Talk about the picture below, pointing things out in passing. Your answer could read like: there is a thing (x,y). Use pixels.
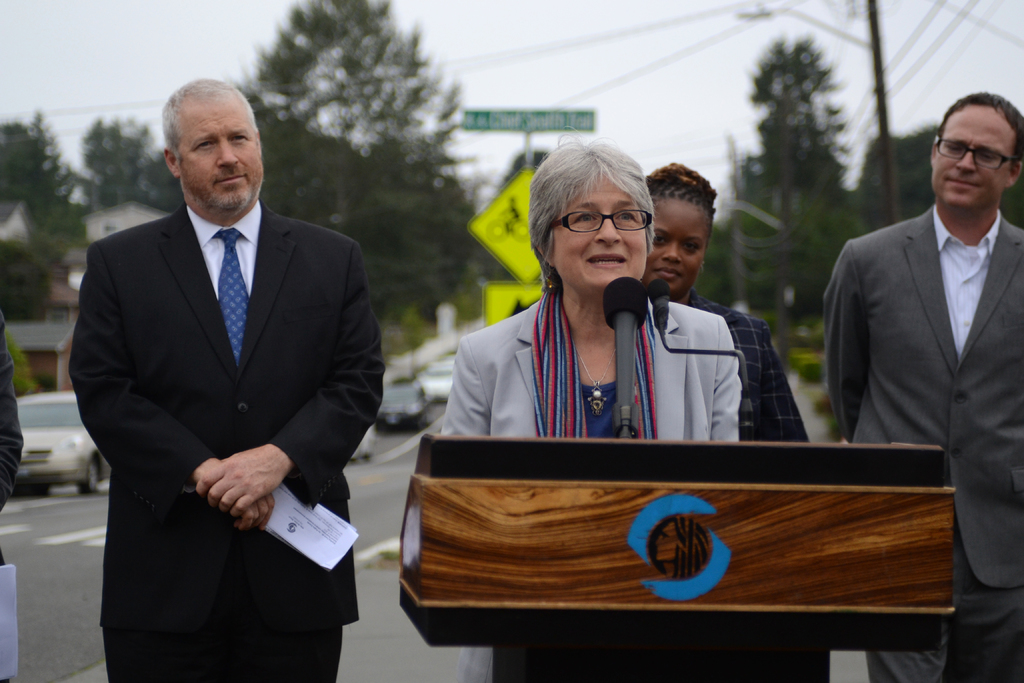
In this image there are four persons (179,319), one person (261,528) is holding an object (277,519), another person (580,306) is talking, there is a microphone (623,350), there are trees (793,166), there is a pole (890,177), there is a streetlight (790,9), there are wires (968,13), there is sky (520,66), towards the left of the image (57,447) there is a car (53,444), there is road (59,526), there are houses (31,328).
